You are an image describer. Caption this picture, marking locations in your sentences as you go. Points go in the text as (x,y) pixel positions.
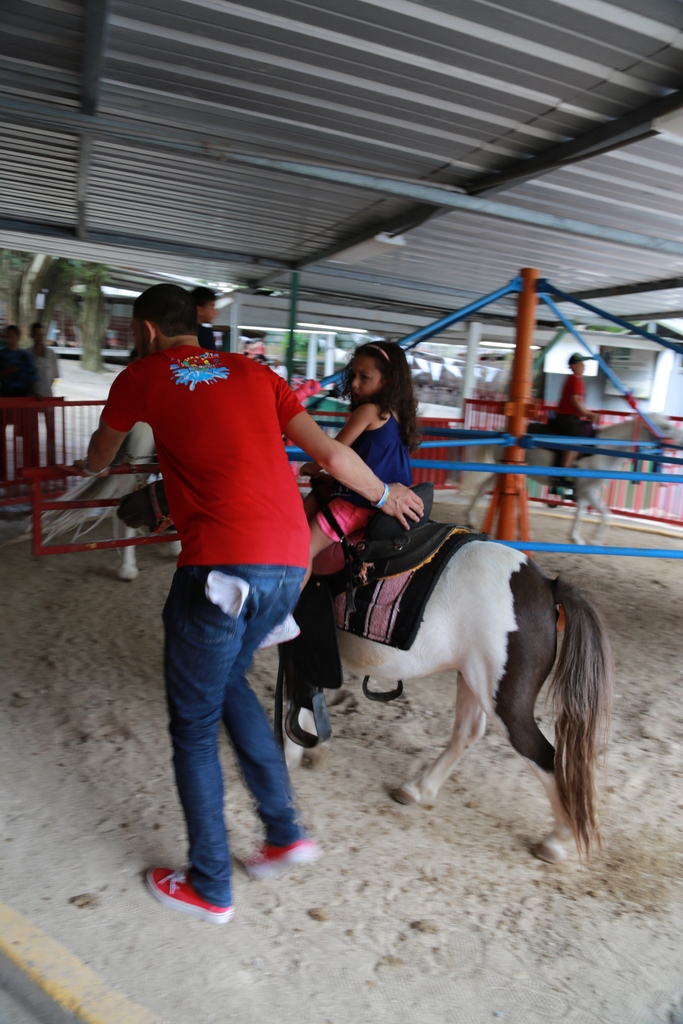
The image is outside of the city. In the image there is a man (218,392) holding a horse (450,528) and we can also see a girl (391,459) sitting on that horse (391,586). In background (27,386) there are group of people (46,378) standing, trees (46,261).
